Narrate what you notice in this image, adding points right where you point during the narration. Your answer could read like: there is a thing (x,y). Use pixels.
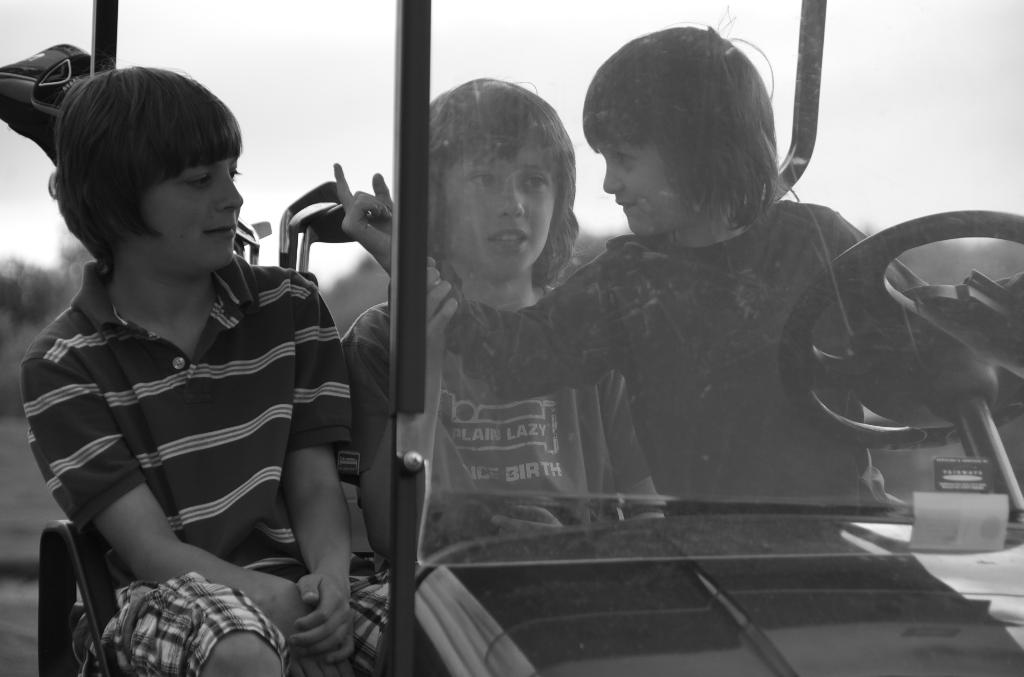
This is a black and white image. In this image we can see kids (519,412) sitting in the vehicle (412,538). In the background (35,285) there are trees (50,299) and sky (203,29).
